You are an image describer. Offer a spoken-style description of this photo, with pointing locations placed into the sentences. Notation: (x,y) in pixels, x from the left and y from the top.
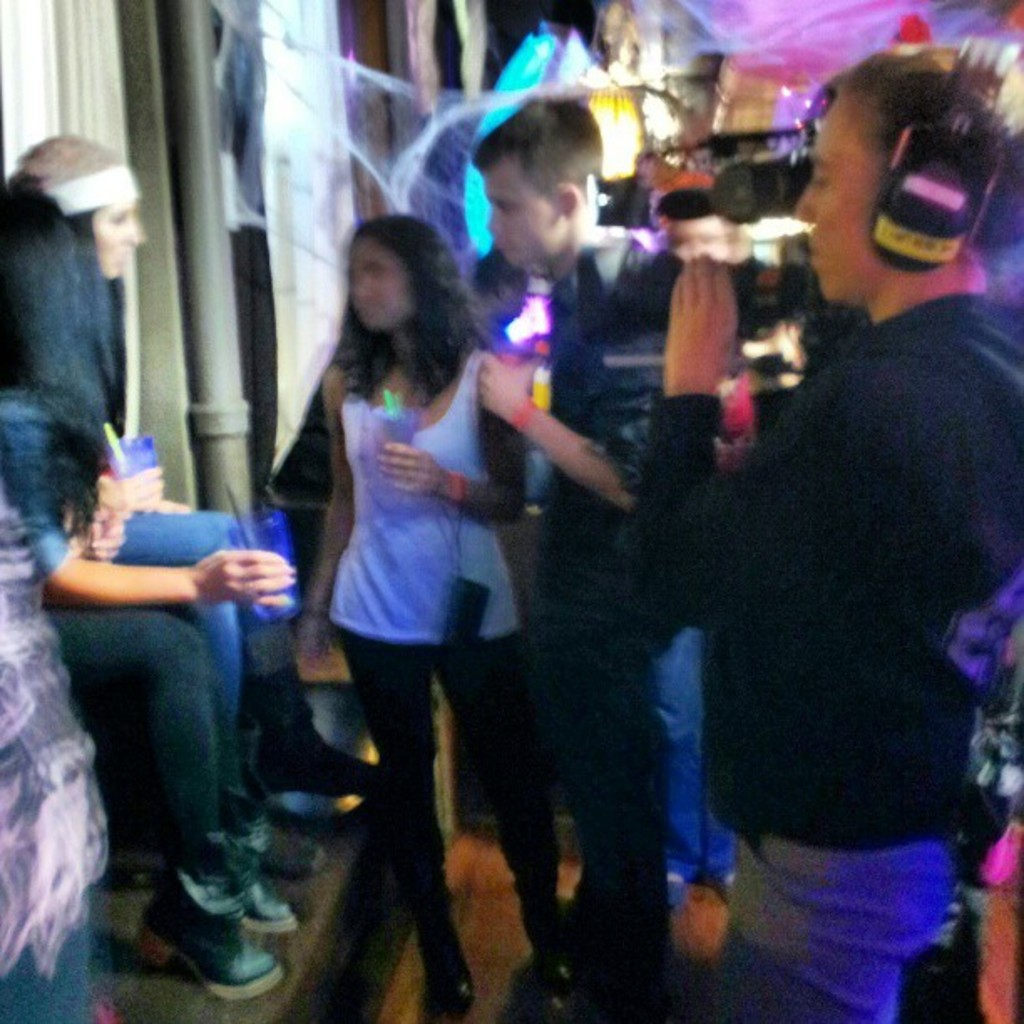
Right side (960,333) a person (756,610) is standing and shooting with the camera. On the left side (140,539) 2 girls (115,501) are sitting.
